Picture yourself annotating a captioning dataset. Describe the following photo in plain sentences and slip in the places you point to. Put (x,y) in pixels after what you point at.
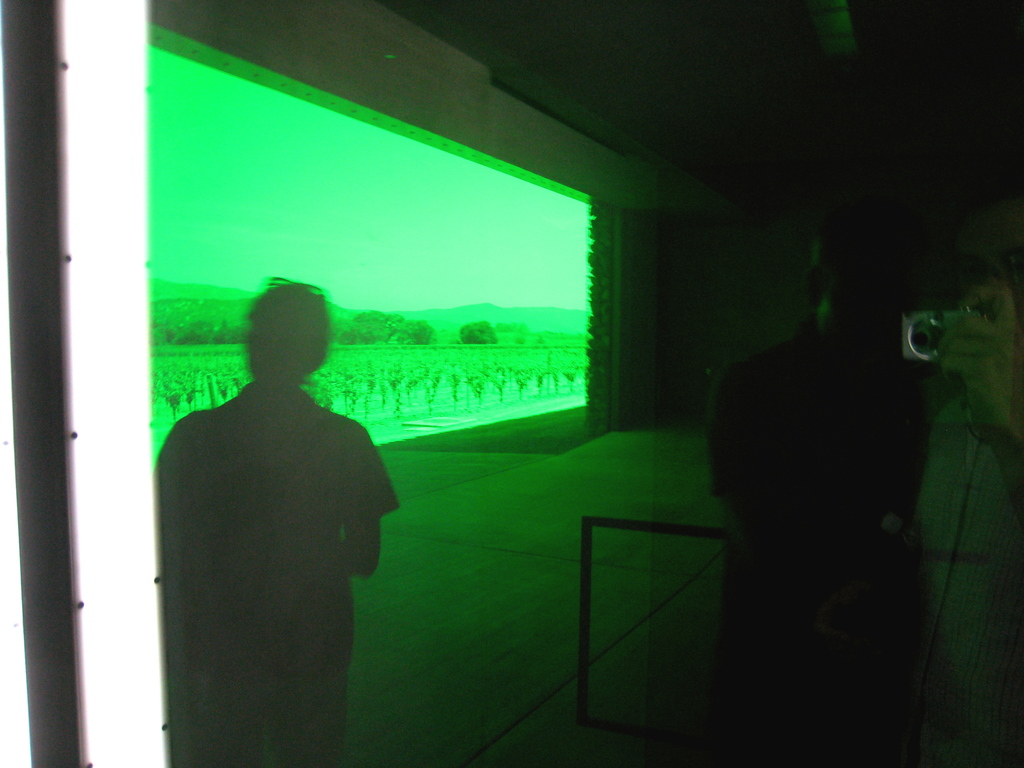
This picture is dark and these people (338,541) are standing and this person (987,620) holding a camera (916,341). Background (529,352) we can see screen (480,318), in this screen (499,341) we can see trees (190,324) and sky (437,252).
